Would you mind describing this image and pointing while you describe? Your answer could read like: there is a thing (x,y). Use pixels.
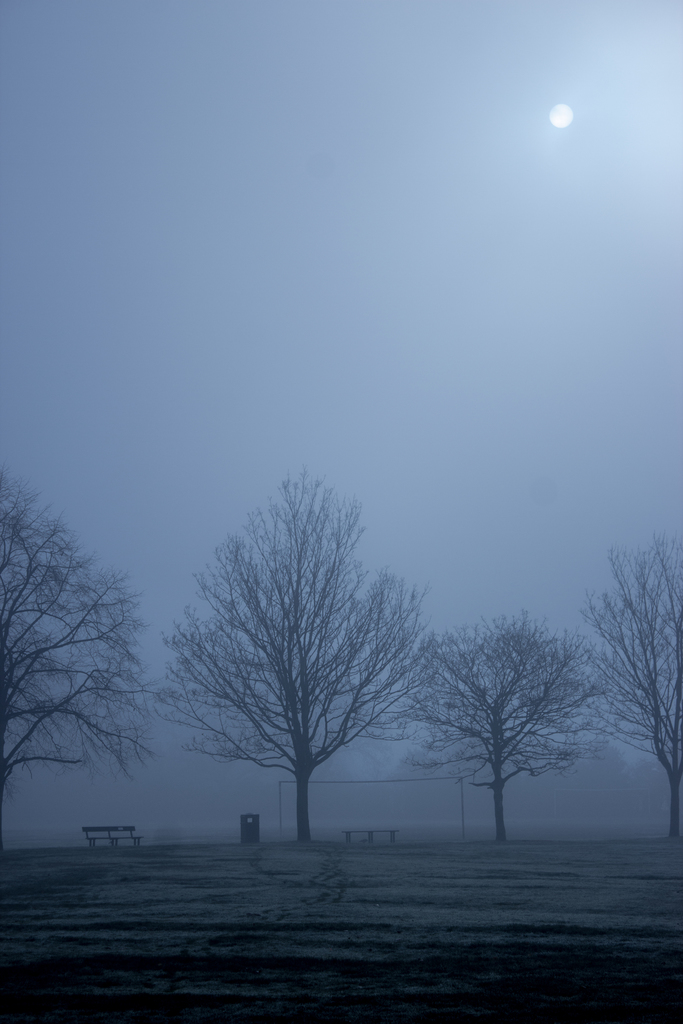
In this image I can see few trees (559,740), benches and I can also see the net (407,788). In the background (559,120) I can see the moon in white color and the sky (366,232) is in blue color.
